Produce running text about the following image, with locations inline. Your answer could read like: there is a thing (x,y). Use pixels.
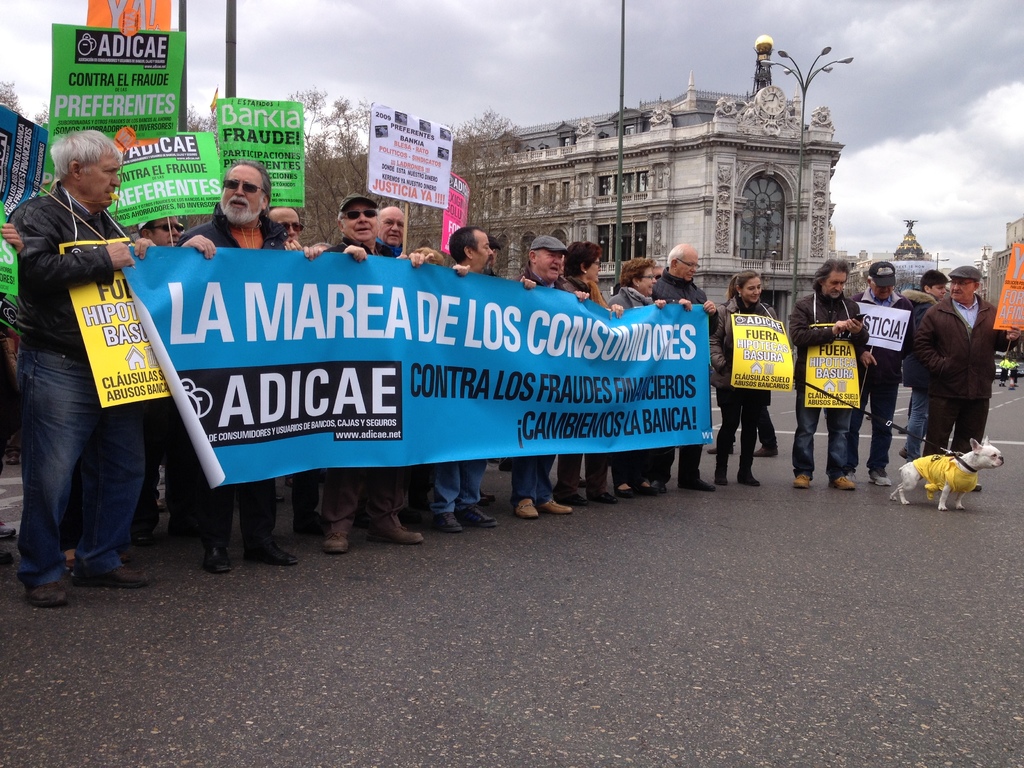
In this picture we can see a group of people (104,465) holding posters (285,260) with their hands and standing on the ground (885,555), dog (943,509), trees (309,195), buildings (678,145), poles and some objects (1020,369) and in the background (660,31) we can see the sky (406,57) with clouds (369,78).
